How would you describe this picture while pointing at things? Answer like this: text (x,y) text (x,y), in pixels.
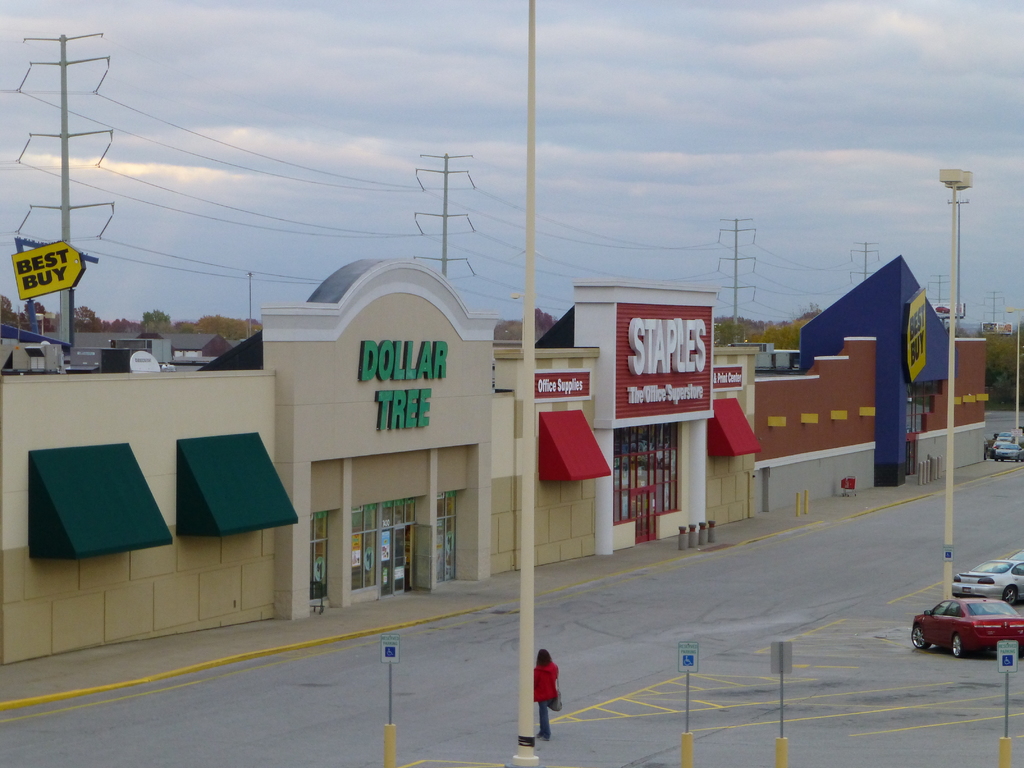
In this image we can see buildings (773,433) with names (658,387). We can also see a woman (554,686) standing on the road (582,697). Image also consists of cars (966,574) and sign boards (696,672) and also electrical poles (62,85) with wires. At the top (800,110) there is sky (840,82) with clouds (314,155).
